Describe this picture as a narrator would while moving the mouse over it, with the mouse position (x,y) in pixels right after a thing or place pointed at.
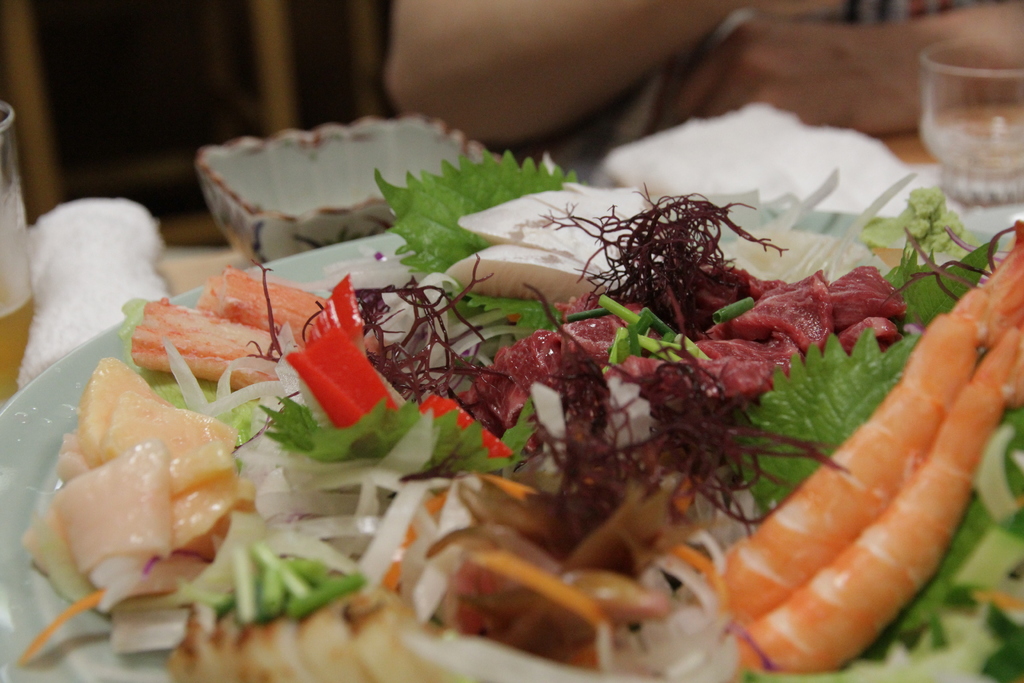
In this image, we can see food (556,335) on the plate (556,335) and in the background (110,268), there are glasses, papers (626,163) and we can see a bowl (357,146) and there is a person (595,56) and a wall (320,70).
